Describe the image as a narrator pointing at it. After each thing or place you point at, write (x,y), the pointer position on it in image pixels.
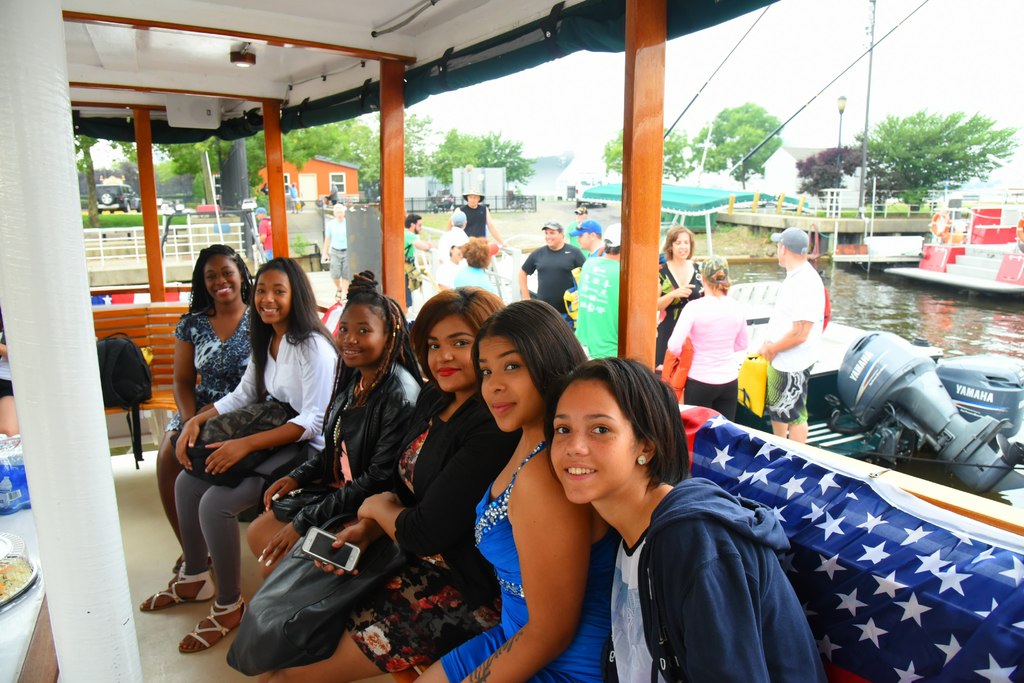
In this image, we can see people (265,469) sitting in the boat (47,482) and on the left (10,487), there are food items (28,574) and we can see a bag (135,365) on the bench (167,354). In the background (376,160), there are trees (178,167), vehicles (125,189), sheds (358,183) and some boats (938,253), there are people (720,260), poles (865,178) and lights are present. At the top (785,73), there is sky (778,46) and on the right (943,320), there is water (893,299).
